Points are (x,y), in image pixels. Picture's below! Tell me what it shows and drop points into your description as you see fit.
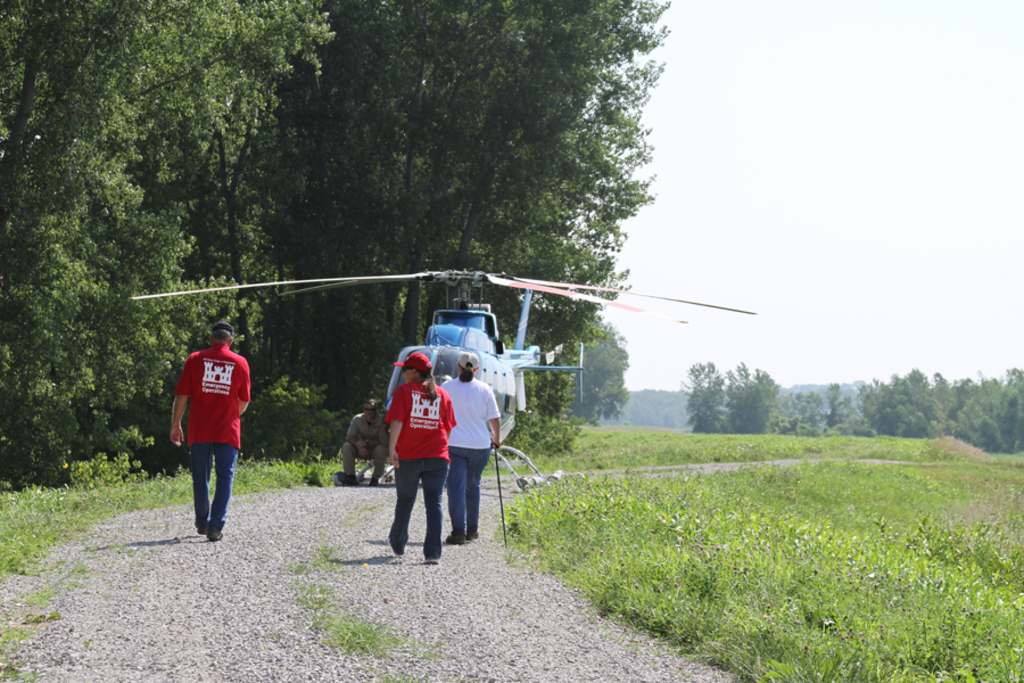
There are three people (473,362) walking and this man (354,476) sitting and we can see helicopter (481,352) and grass (532,512). In the background (382,392) we can see trees (365,390) and sky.
